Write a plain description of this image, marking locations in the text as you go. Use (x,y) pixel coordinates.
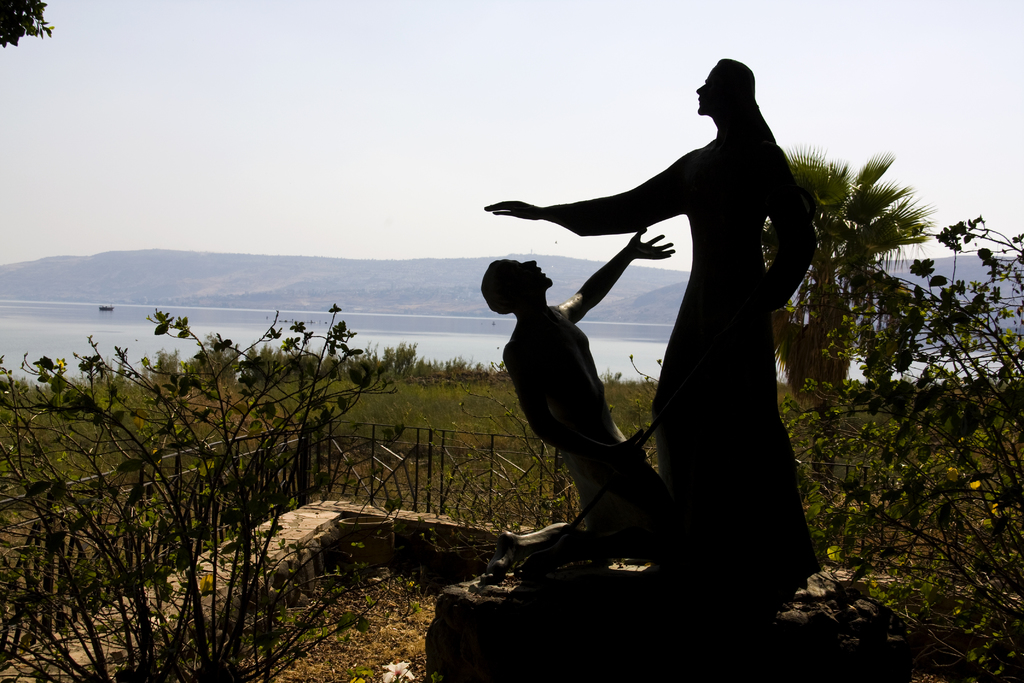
In this image we can see a statue (594,385) and a fence (360,462) around it. We can also see some plants (190,568), a flower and some trees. On the backside (301,344) we can see a boat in a large water body (71,354), the mountains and the sky (431,219) which looks cloudy.
